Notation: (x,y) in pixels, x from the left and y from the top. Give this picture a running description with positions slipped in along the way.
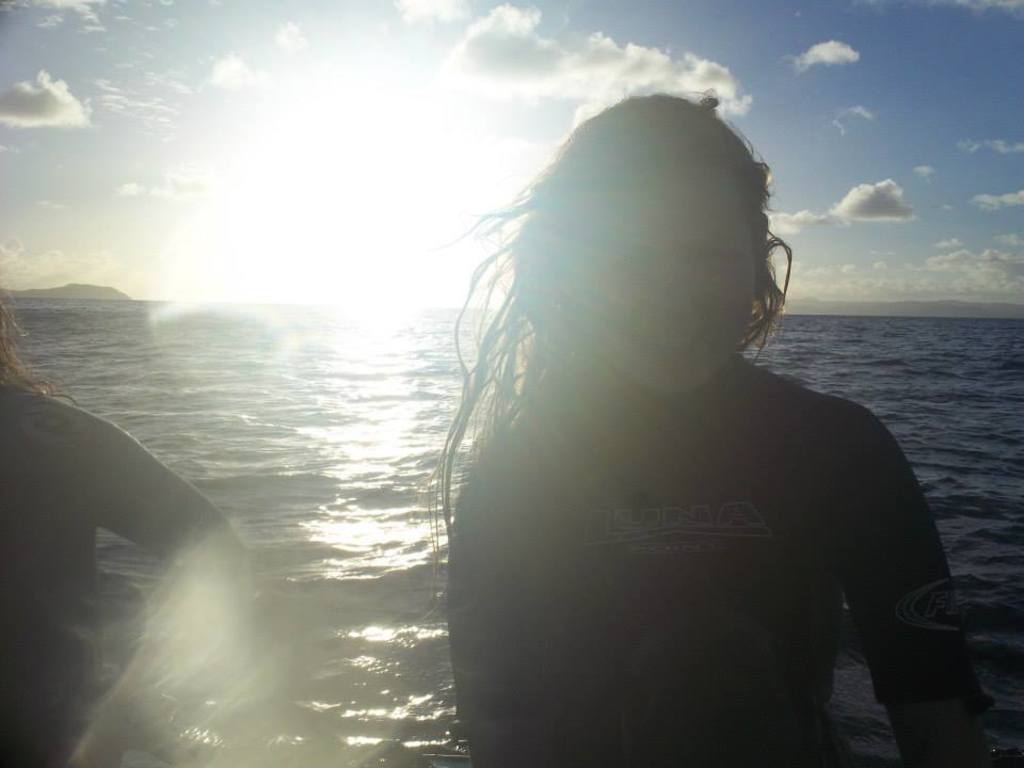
In this image, we can see people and in the background (193,308), there is water (293,333), sunlight (280,185) and we can see clouds (805,66) in the sky (866,84).
